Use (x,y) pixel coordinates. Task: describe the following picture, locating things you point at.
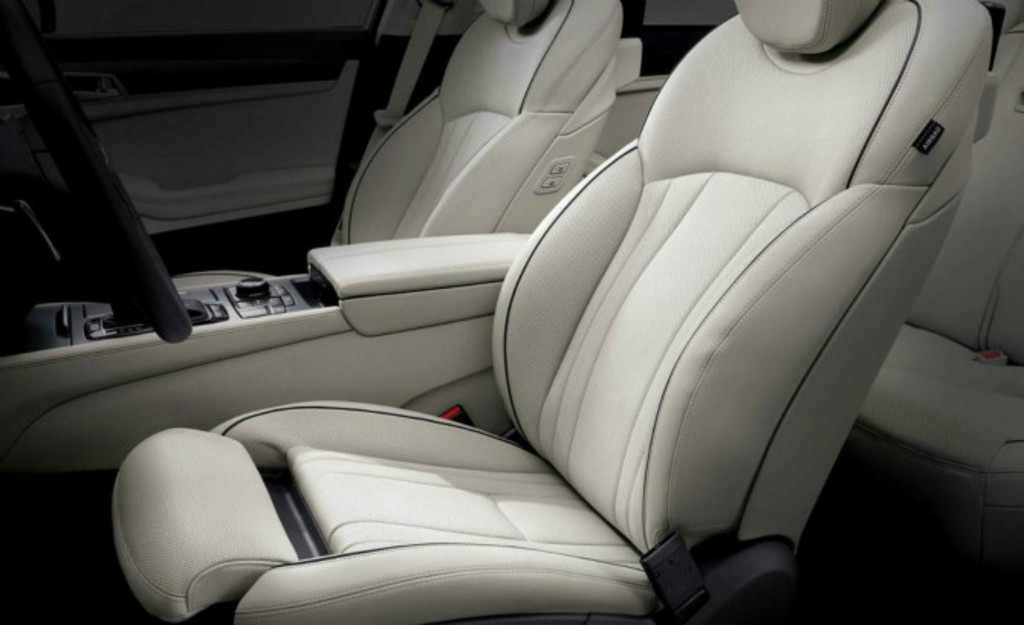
This is an inside view of a vehicle (399,503). On the left side (104,198) there is a steering (121,244). In the middle of this image (445,223), I can see the seats (963,380).
